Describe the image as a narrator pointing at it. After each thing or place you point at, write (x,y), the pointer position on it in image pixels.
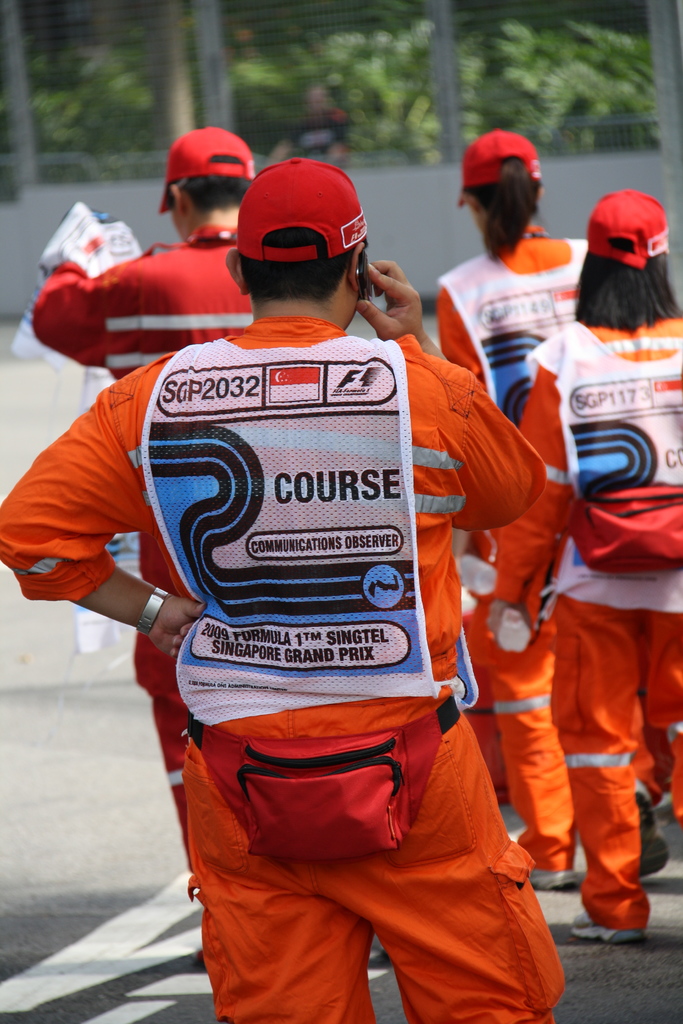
In this image, we can see four people (230,586) in orange and red color dress (666,715) are standing and wearing caps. Here a person (360,406) is holding mobile (358,281). Top of the image (639,39), there is a blur view. Here we can see poles (680,169), trees (412,136) and a person (330,138).
